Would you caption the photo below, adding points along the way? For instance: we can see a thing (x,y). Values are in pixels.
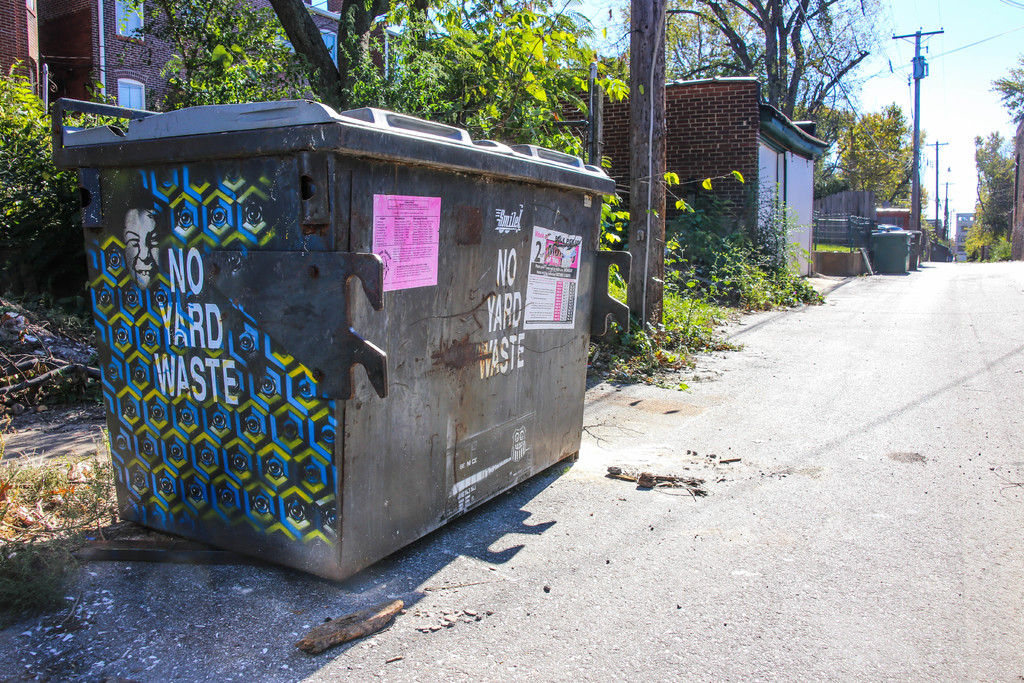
In the picture we can see a road (855,536) beside it, we can see a garbage box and some plants (750,297) and tree (777,88) and pole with wires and behind it, we can see a wall (738,145) and building (123,102) behind it with windows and in the background (865,182) we can see some poles (945,216), trees (973,230) and sky (745,35).
